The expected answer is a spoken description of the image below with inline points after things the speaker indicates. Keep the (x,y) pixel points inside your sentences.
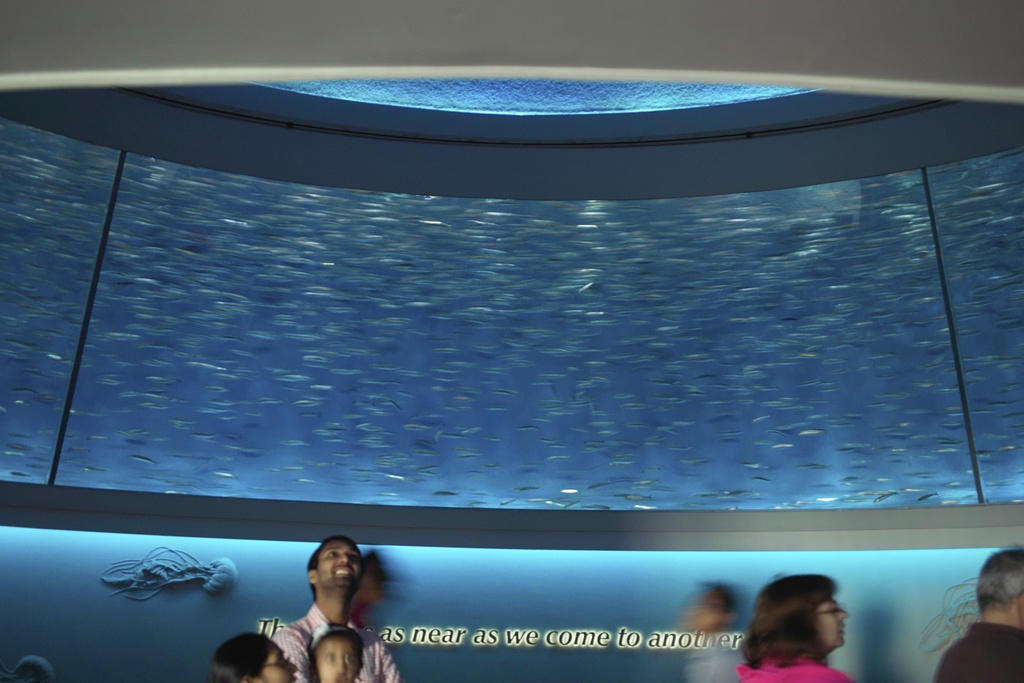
In this image I can see the group of people (349,671) with different color dresses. In-front of these people (802,653) there is an aquarium (480,359) which is in blue color. And I can see the fish (363,326) inside an aquarium (568,429).
